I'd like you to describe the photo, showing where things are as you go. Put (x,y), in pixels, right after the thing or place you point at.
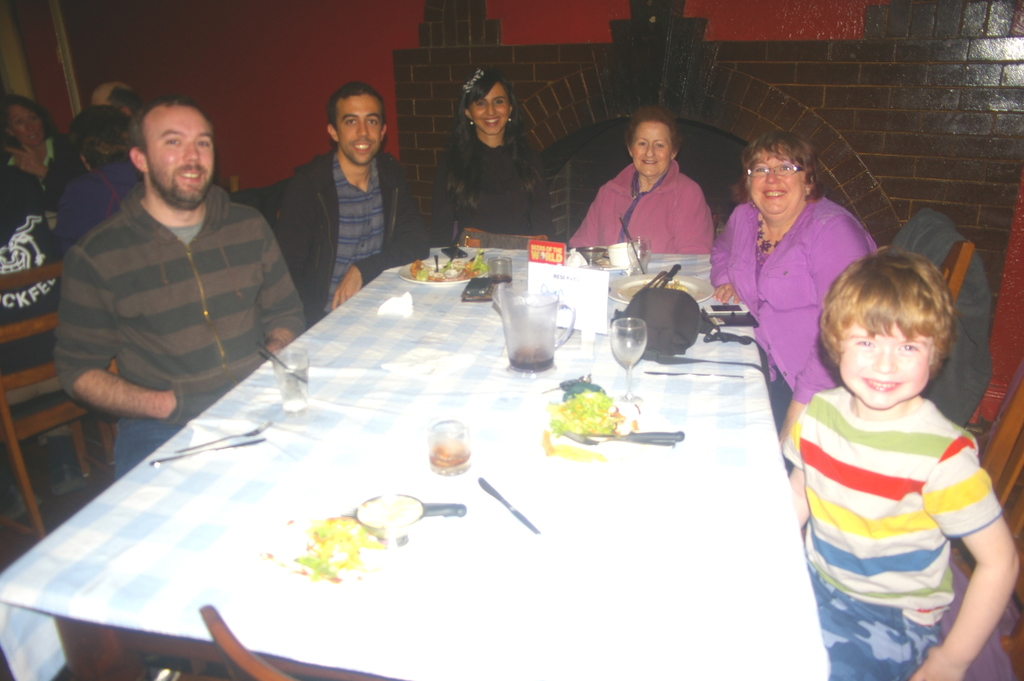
There are a few people (145,245) who are sitting on a chair (959,260) and having a food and they are smiling.
